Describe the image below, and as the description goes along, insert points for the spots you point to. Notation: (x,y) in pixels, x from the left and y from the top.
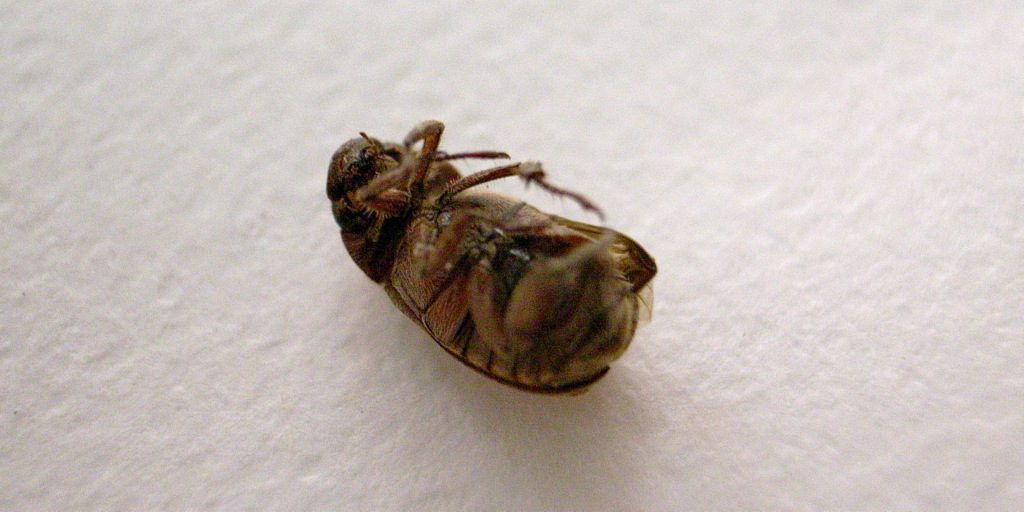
In this picture we can see a beetle (451,174) on a white background.
